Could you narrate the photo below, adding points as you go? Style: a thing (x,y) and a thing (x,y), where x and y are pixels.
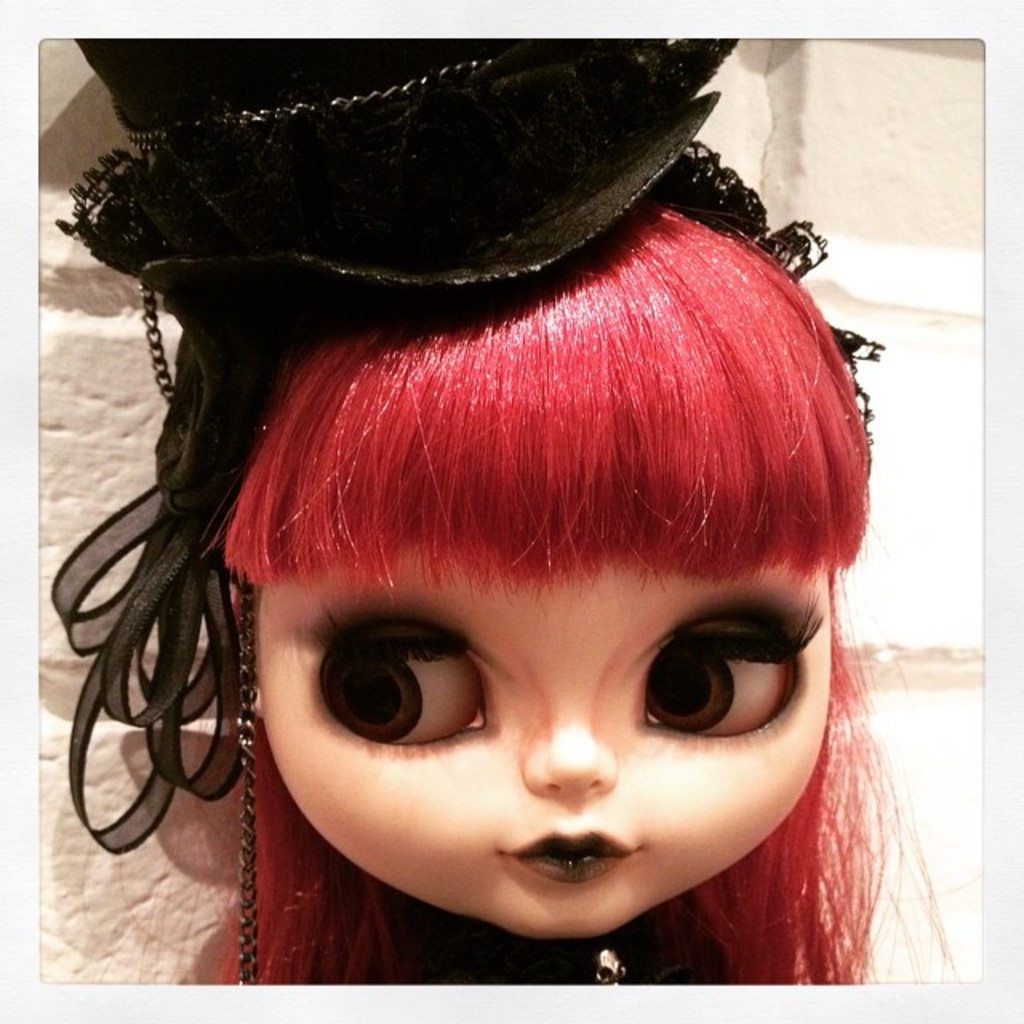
In this image we can see a doll (462,435). On the backside (149,404) we can see a wall (149,404).
